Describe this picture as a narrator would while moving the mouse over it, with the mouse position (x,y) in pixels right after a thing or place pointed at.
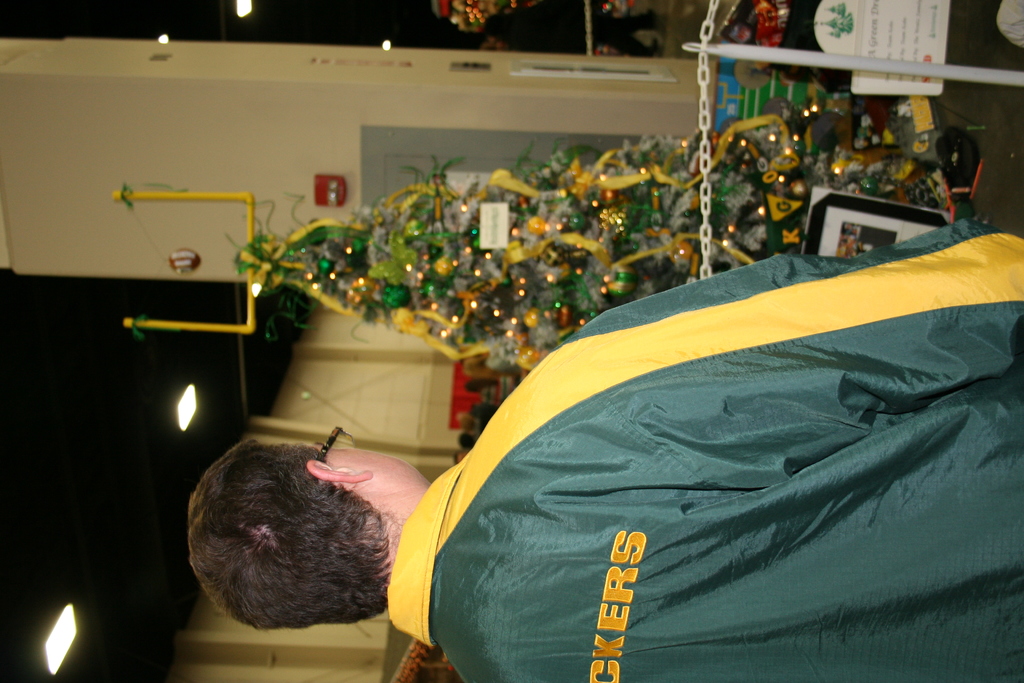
In this image at the bottom (785,514) there is a man (740,485), he wears a jacket (699,465). In the middle (536,288) there are posters (830,46), Christmas tree (571,274), decorations (546,279), lights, chain (703,187), pole (955,69) and wall (141,147).
